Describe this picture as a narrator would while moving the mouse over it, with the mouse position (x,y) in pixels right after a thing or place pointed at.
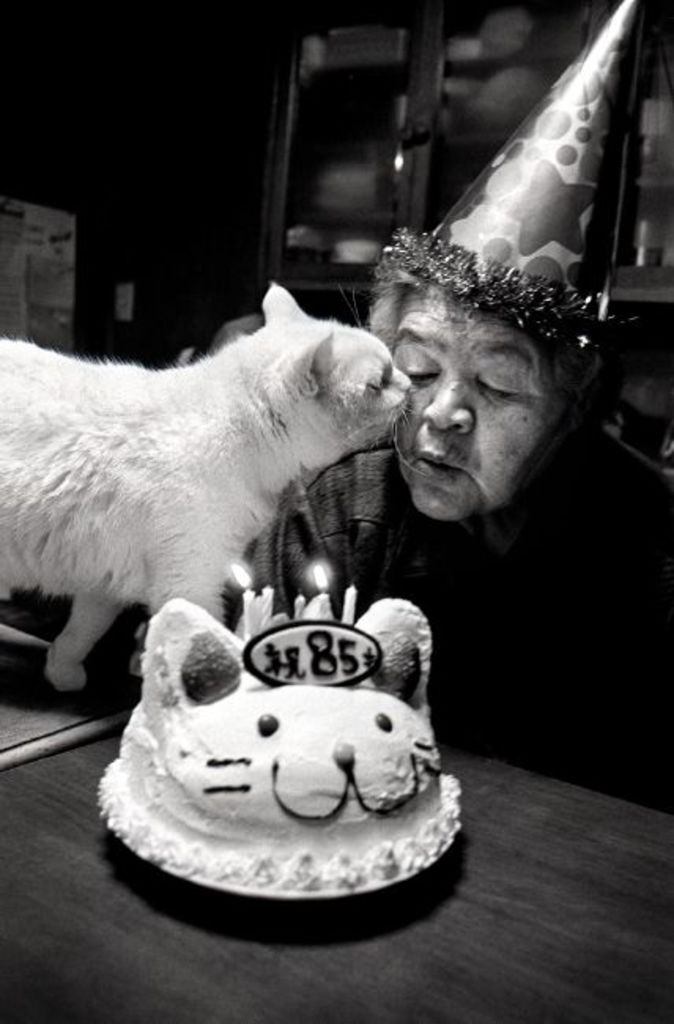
In this picture there is a lady (444,656) who is sitting at the right side of the image (567,496) and there is a table (309,917) in front of them on which there is a cake (323,618) and there is a cat (81,618) at the left side of the image (83,542) it is kissing the lady (406,511).
